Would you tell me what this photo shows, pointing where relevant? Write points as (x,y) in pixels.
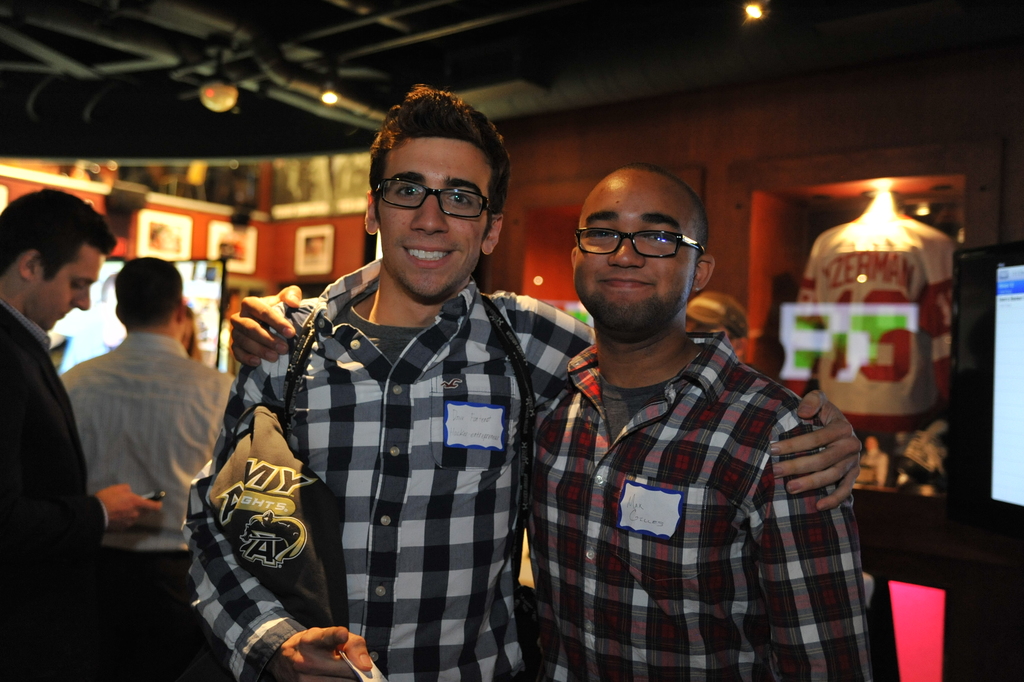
There are two persons (567,523) standing and holding each other and there are few people (154,344) and some other objects (99,318) in the background (835,326).
